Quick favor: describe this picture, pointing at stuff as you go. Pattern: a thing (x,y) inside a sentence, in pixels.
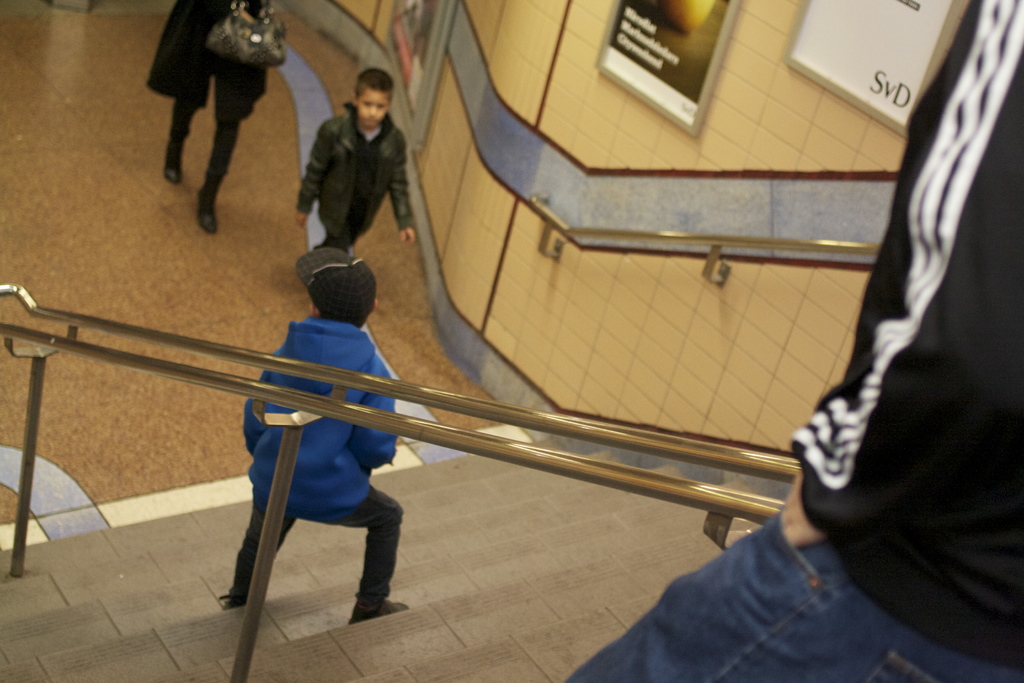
In this image I can see stairs (554,631) in the front (186,528) and on the both sides of it I can see railings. I can also see two children (310,176) and two persons (229,99) are standing. On the top right side of this image (703,41) I can see few frames (640,8) on the wall (747,163) and on the top left side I can see a bag (278,36).
